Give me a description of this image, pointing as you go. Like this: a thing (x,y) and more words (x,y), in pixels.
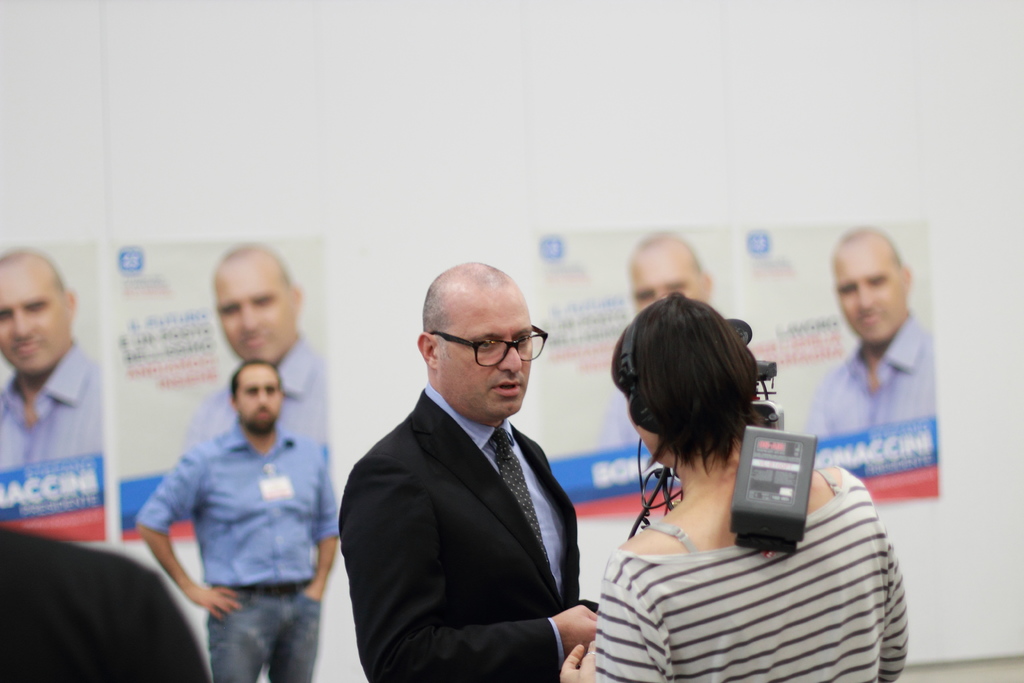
In this image there are three people (437,578) standing. The man (265,580) to the left (230,495) is wearing an identity card (267,490). The man (386,482) in the center (452,440) is wearing a suit (410,543). The person (764,580) standing to the right (717,558) is wearing a headphones (633,367). There is also an object (784,503) on the shoulder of the person (727,486). In the background (516,131) there is a wall (343,105). There are boards (92,273) on the wall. There are pictures (863,301) and text (61,510) on the boards (554,451).
